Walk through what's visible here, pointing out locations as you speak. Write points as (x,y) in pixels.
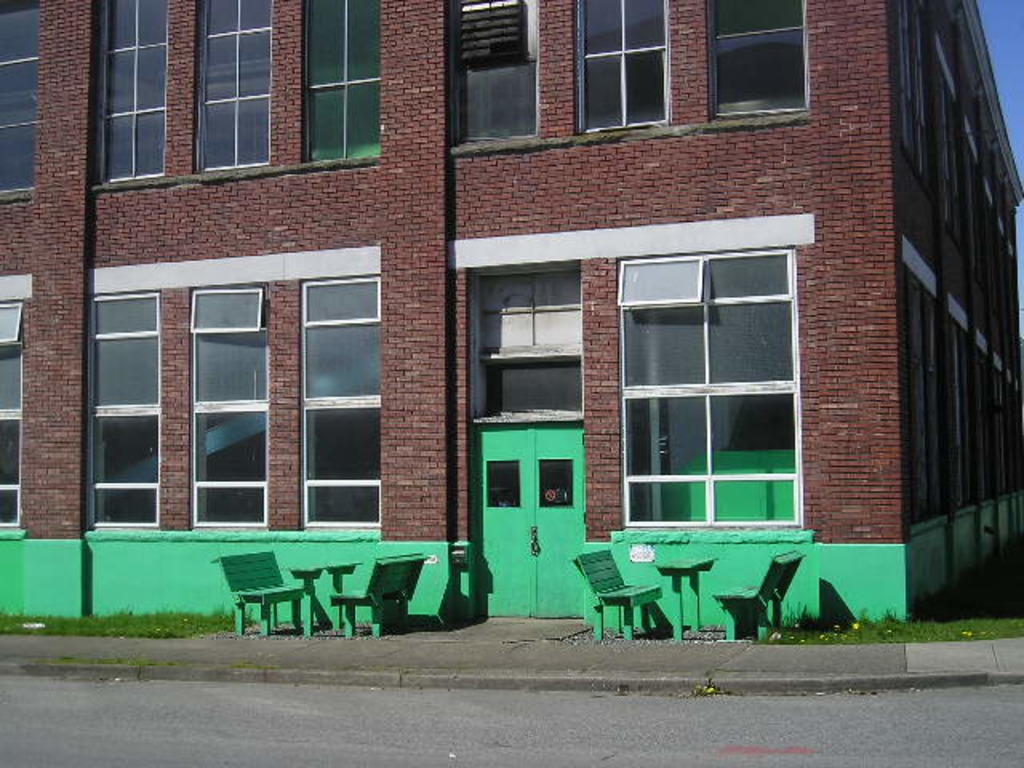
Here we can see a building (669,317), glasses (551,383), door (485,449), tables (683,596), and benches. This is a road (658,727) and here we can see grass (168,623).
